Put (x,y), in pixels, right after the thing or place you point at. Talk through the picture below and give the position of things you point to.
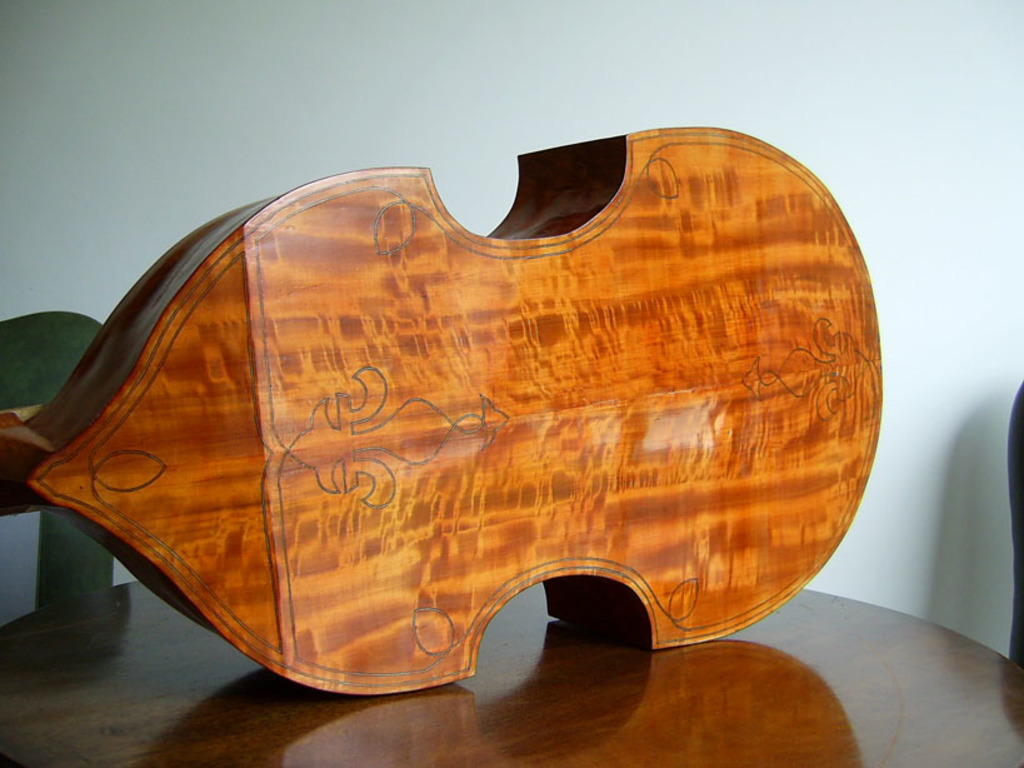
In this image there is a wooden object (494,398) on the table (803,705). Right side (1023,501) there is an object (1022,483). Background (648,19) there is a wall (877,83).
